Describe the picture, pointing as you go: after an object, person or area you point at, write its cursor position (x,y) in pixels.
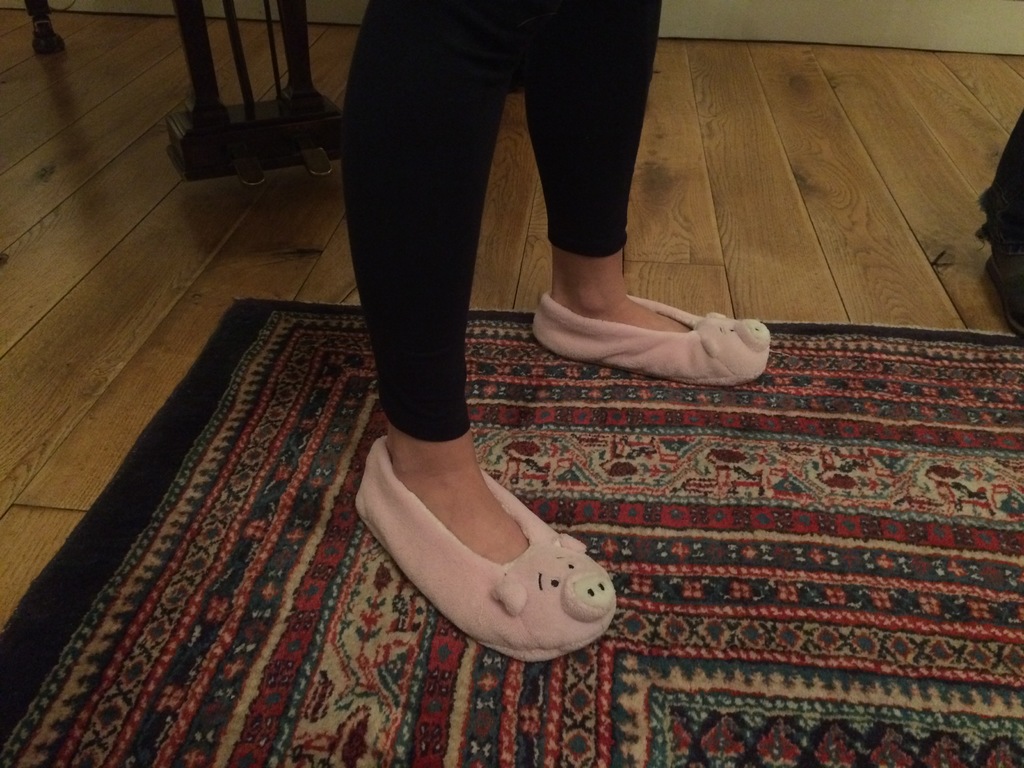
In this image we can see a carpet (868,572) on the wooden floor (311,189) and one person (479,185) is standing on the carpet (502,676). The person (476,243) is wearing black color pants (601,169) and pink shoes (558,579). There is a wooden object (200,89) at the top of the image (227,123) and we can see one more object (1005,248) on the right side of the image (1014,261).
